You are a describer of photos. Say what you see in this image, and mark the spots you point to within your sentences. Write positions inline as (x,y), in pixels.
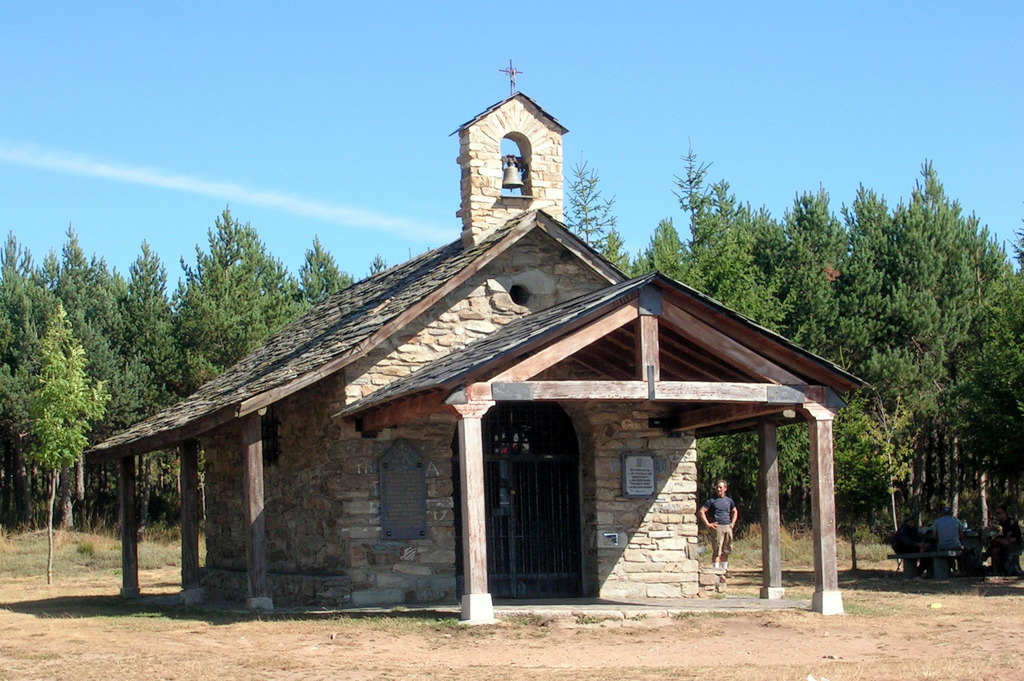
This image consists of a house (498,392). It has a door (519,455). There are trees (105,298) in the middle (682,273). There is sky (860,151) at the top (900,151). There is a person (721,493) standing in the middle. There is a person (948,548) sitting on the right side (954,532).
